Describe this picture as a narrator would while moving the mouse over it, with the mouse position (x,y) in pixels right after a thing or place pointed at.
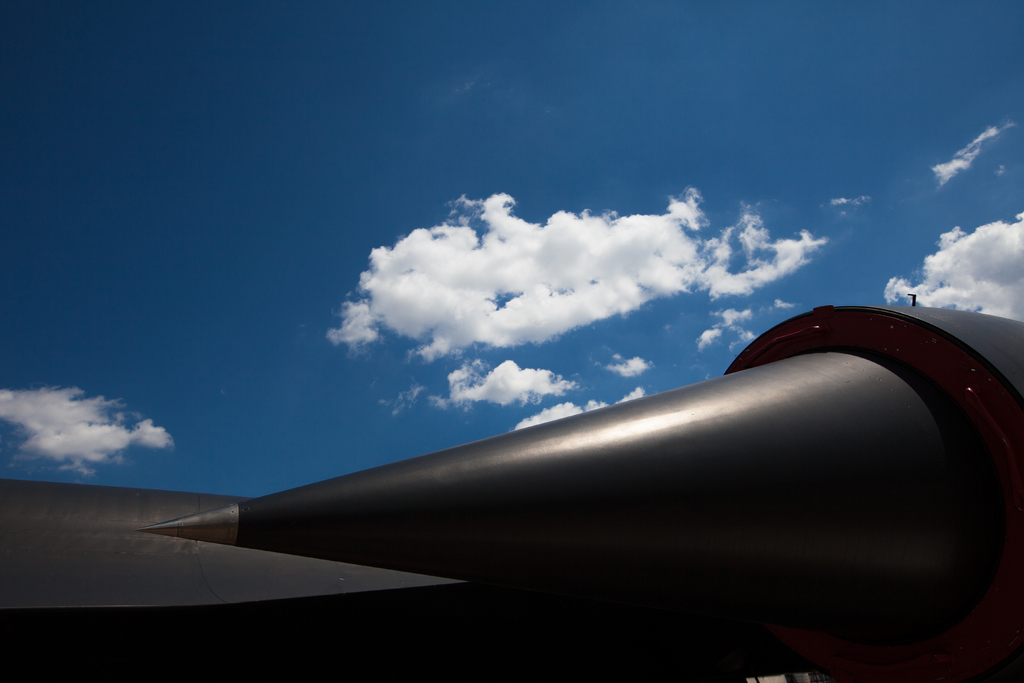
At the bottom of the image (647,479) there is a black color object (710,511). At the top of the image (591,85) there is sky (212,250) and clouds (455,293).
